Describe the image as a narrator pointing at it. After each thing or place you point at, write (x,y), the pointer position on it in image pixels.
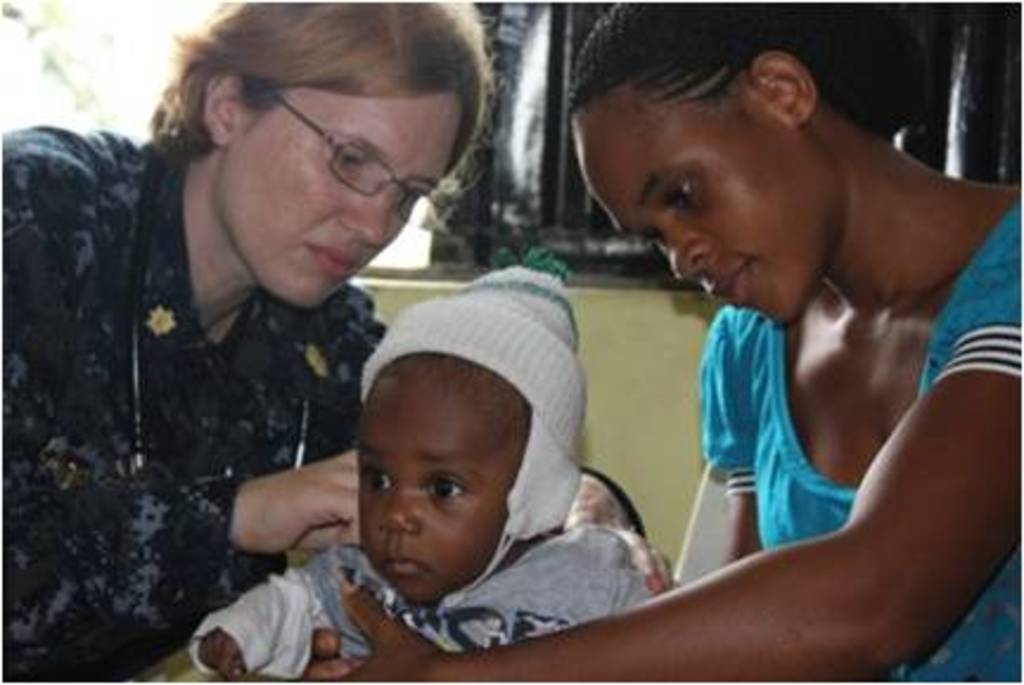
In this image, we can see persons (289,372) and kid (553,560) wearing clothes (564,401). There is a window (47,84) in the top left of the image (127,63).
